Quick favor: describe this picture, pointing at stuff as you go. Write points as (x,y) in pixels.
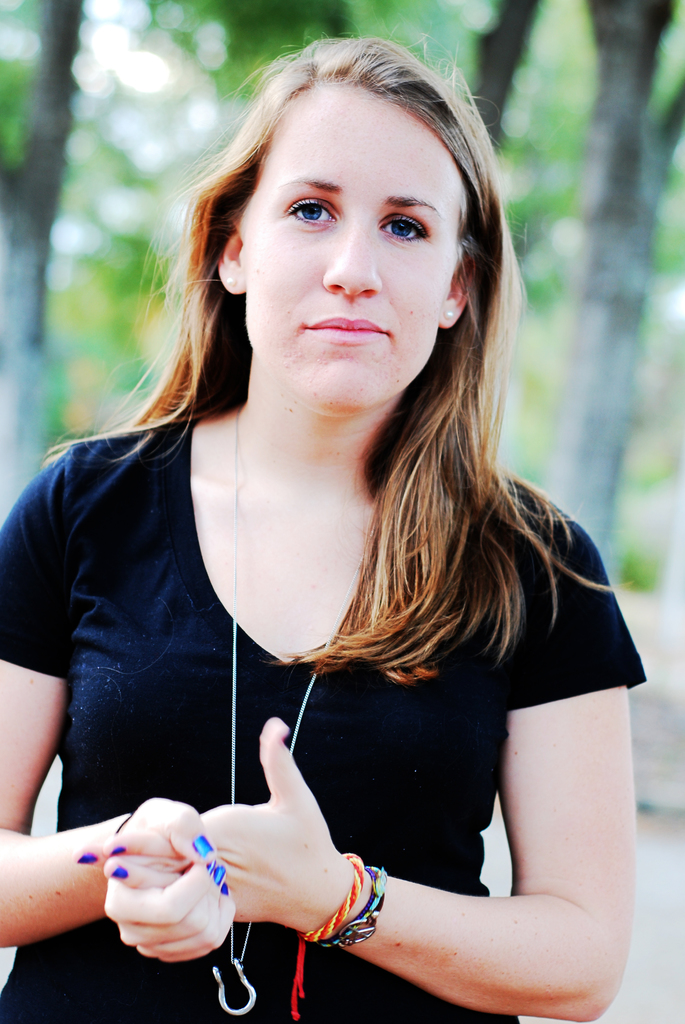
In this image there is a lady (479,597) standing on the road (49,815) behind that there are so many trees (583,111).
